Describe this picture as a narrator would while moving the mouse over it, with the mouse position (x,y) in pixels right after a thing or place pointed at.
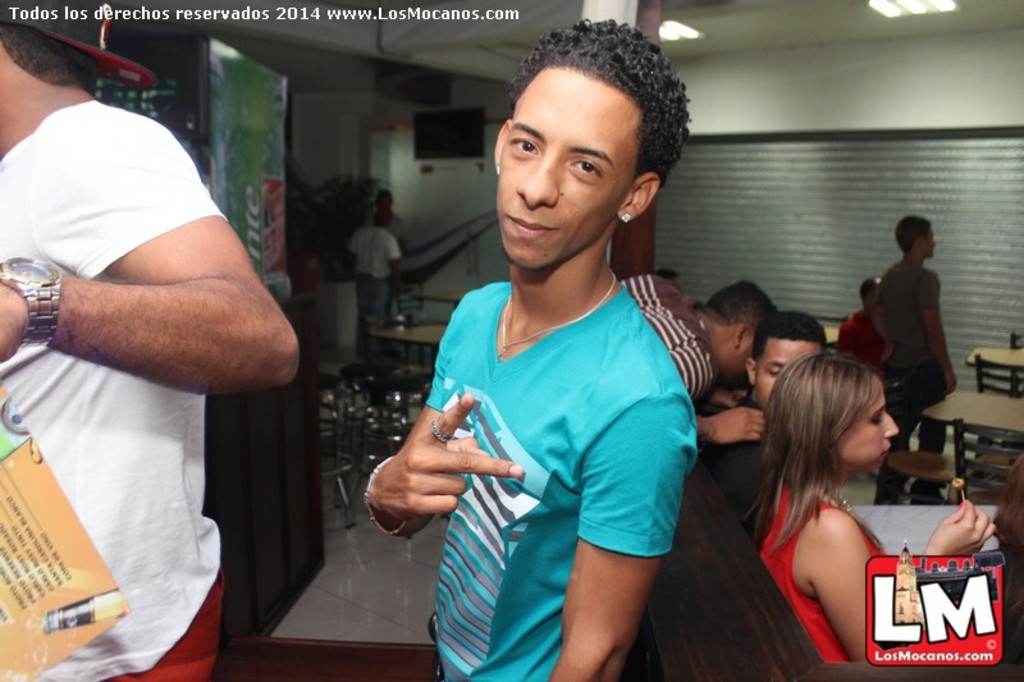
In this image we can see few persons (371,249) are standing, and few persons (873,441) are sitting on the chairs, and we can see some chairs (420,398) and tables (999,415), a lady (835,490) is eating some food item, and a person (142,607) is holding an object (42,614).
